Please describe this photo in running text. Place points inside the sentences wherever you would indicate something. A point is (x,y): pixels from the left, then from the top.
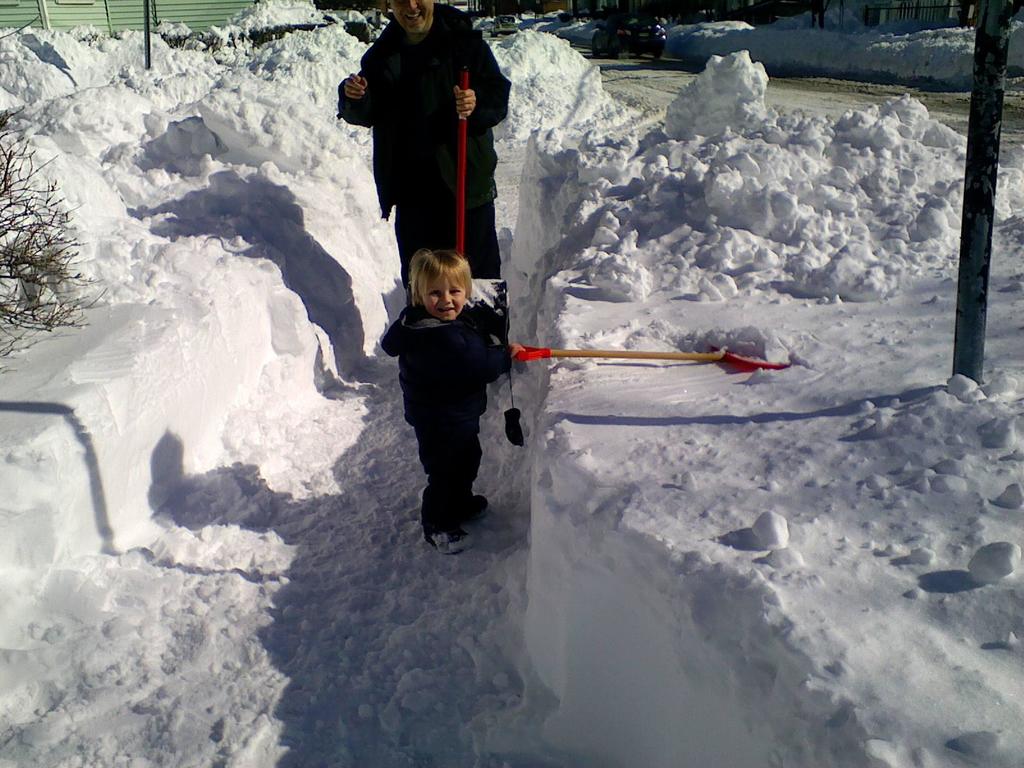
In this image there is a men (467,99) and a kid (436,324) holding sticks (458,160) in their hands (512,348) and standing on a snow land (252,151), in the background (651,50) there car (632,45) on the road (928,99).
